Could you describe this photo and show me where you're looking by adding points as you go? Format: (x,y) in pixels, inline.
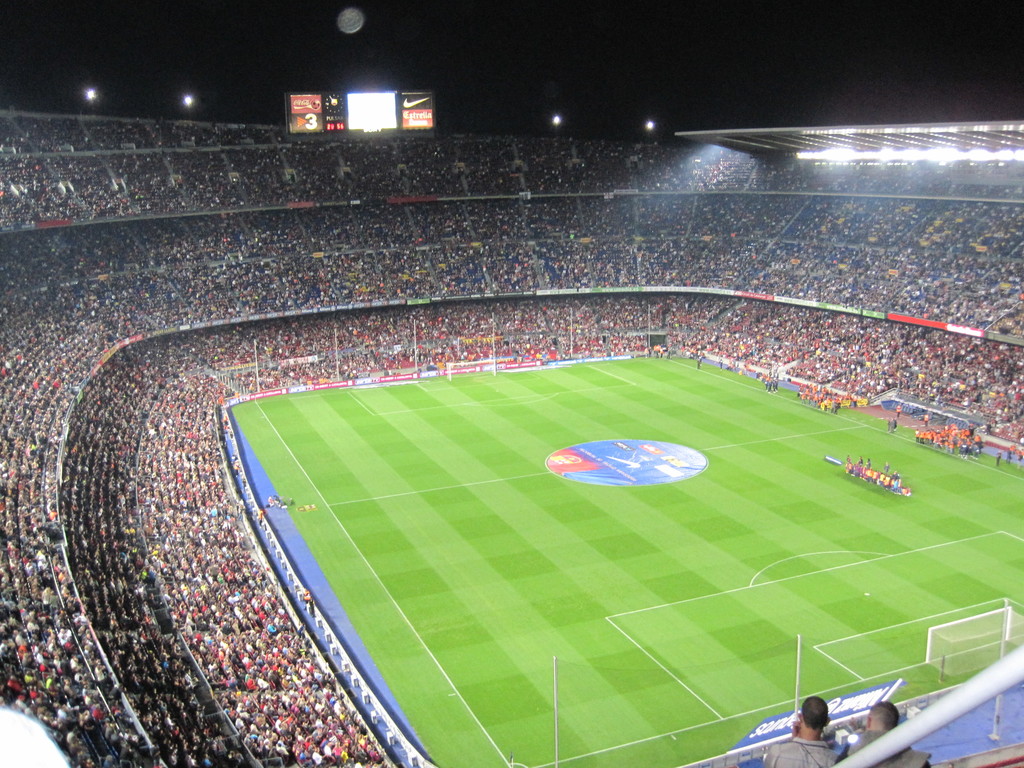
This image is taken in a stadium (663,419). At the bottom of the image (580,589) there is a ground (561,518) with grass (638,568) on it. In this stadium (597,372) there are many people (410,282) sitting on the chairs (816,204) and a few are standing. There is a screen (349,125) and there are a few lights (827,132). There are many boards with text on them.
